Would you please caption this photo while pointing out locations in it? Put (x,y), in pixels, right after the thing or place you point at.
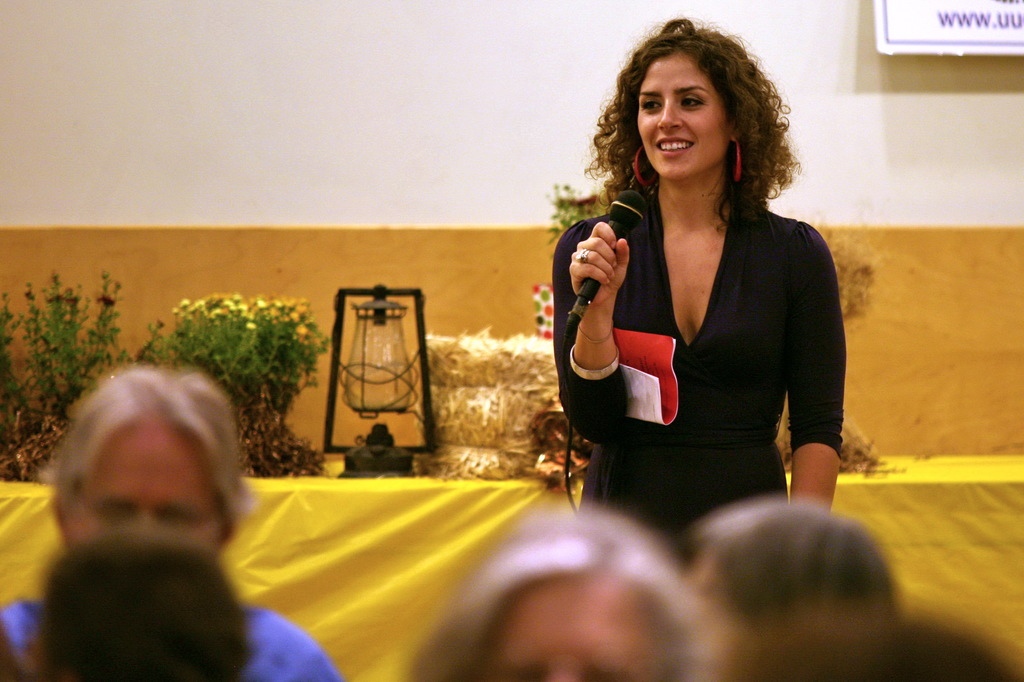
In this picture I can see group of people (810,517), a woman (840,349) standing and holding a mike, there is a lamp (351,290), plants (15,478) and some other items (564,439) on the table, and in the background (959,3) there is a board (974,10) to the wall (947,72).
